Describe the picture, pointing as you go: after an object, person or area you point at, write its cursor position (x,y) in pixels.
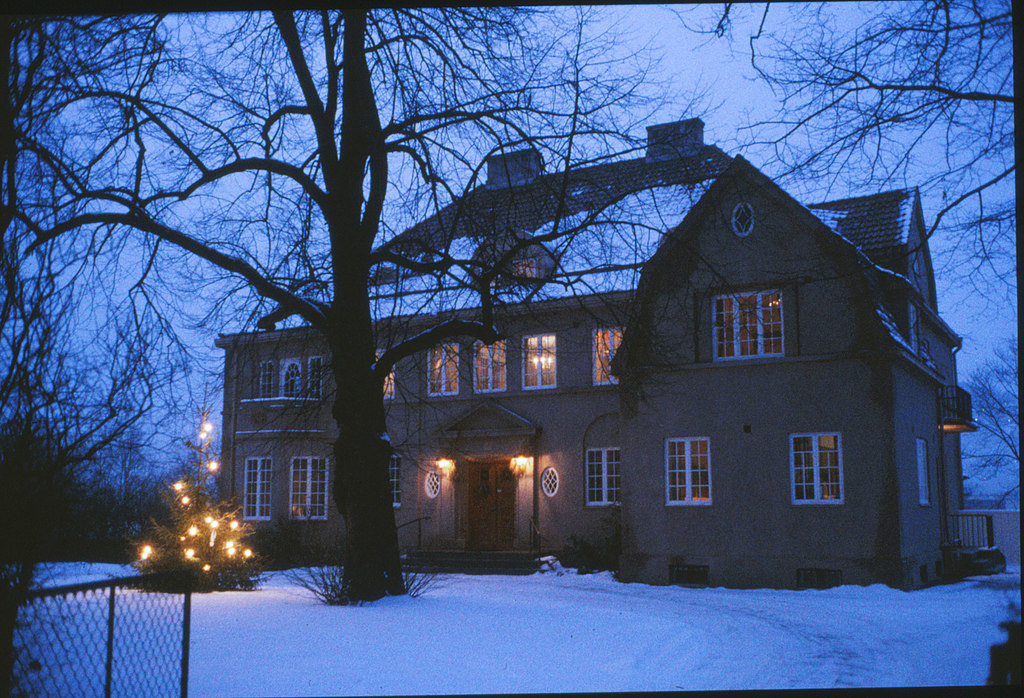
In this picture we can see mesh (107,659), snow (444,650), plants (251,559), lights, trees (216,474), building (455,446) and windows (750,216). In the background of the image (735,137) we can see the sky (734,85).
